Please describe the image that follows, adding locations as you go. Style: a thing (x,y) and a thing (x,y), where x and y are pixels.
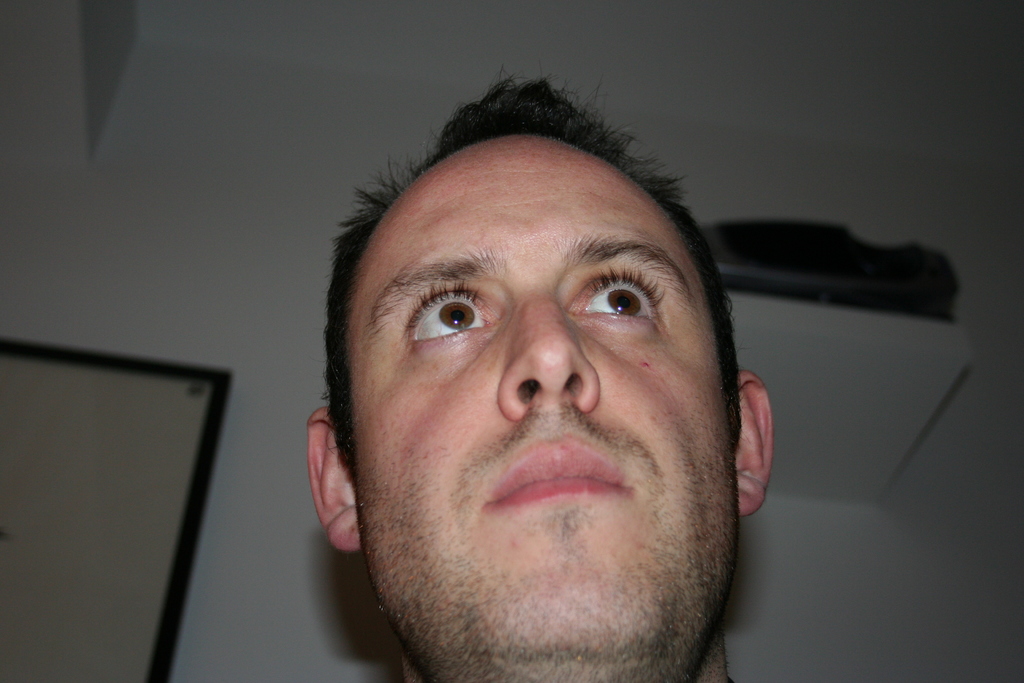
In this image I can see face (398,409) of a man (621,248) in the front (360,324). On the right side of this image (780,260) I can see a black colour thing (744,248) and I can see this image is little bit blurry in the background (779,367). I can also see a cream colour thing (156,376) on the left side of this image (112,459).
